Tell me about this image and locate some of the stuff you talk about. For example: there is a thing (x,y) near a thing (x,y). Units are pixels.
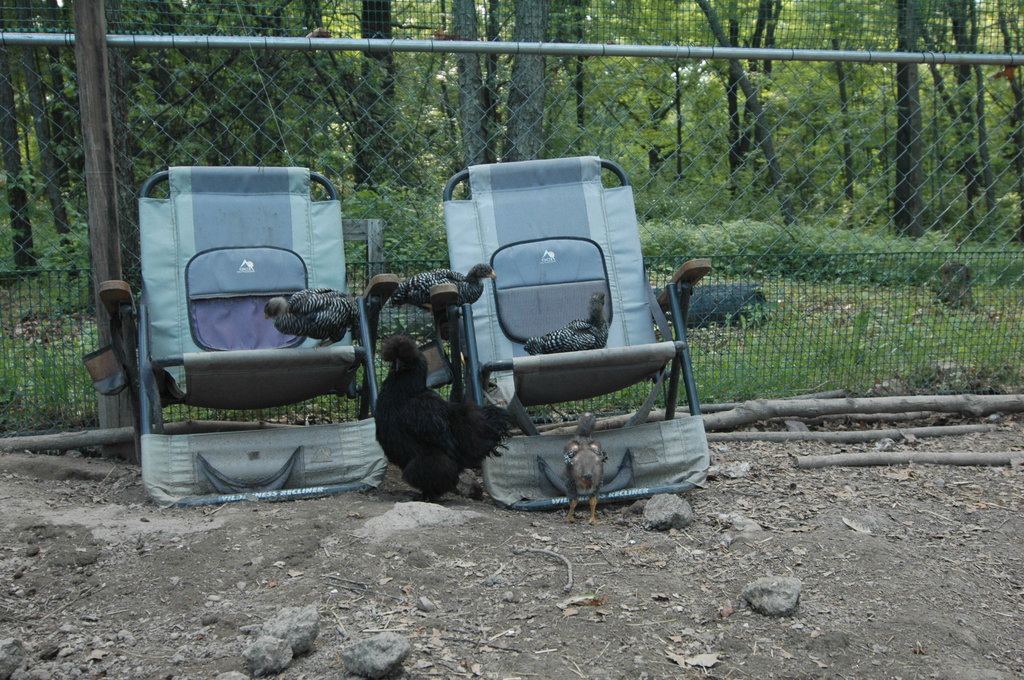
In this image we can see two chairs (457,351), hens (460,429). At the bottom of the image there are stones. In the background of the image (500,124) there is fencing (603,69). There are trees (520,59). There are wooden logs (948,429).
